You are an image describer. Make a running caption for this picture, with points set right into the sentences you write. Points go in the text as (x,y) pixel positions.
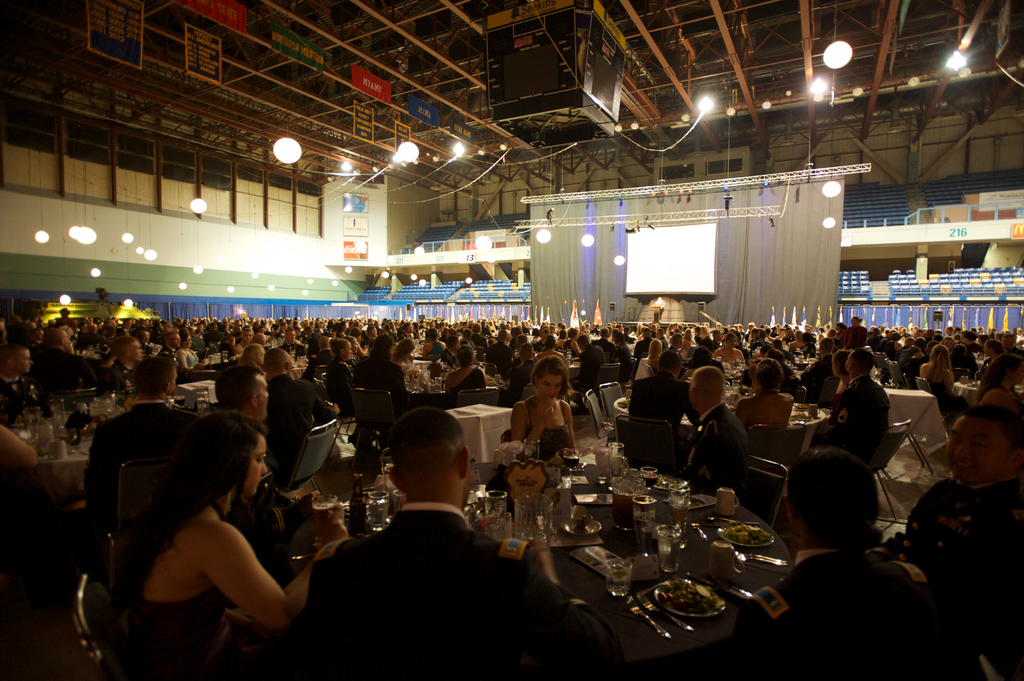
In this picture we can see a group of many people (271,320) are sitting in the hall (182,153) around the dining table (571,585) and eating food (686,605). Behind we can see white curtain (775,266) and projector screen (634,252). Above we can see metal frame (395,150) with many spotlight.
